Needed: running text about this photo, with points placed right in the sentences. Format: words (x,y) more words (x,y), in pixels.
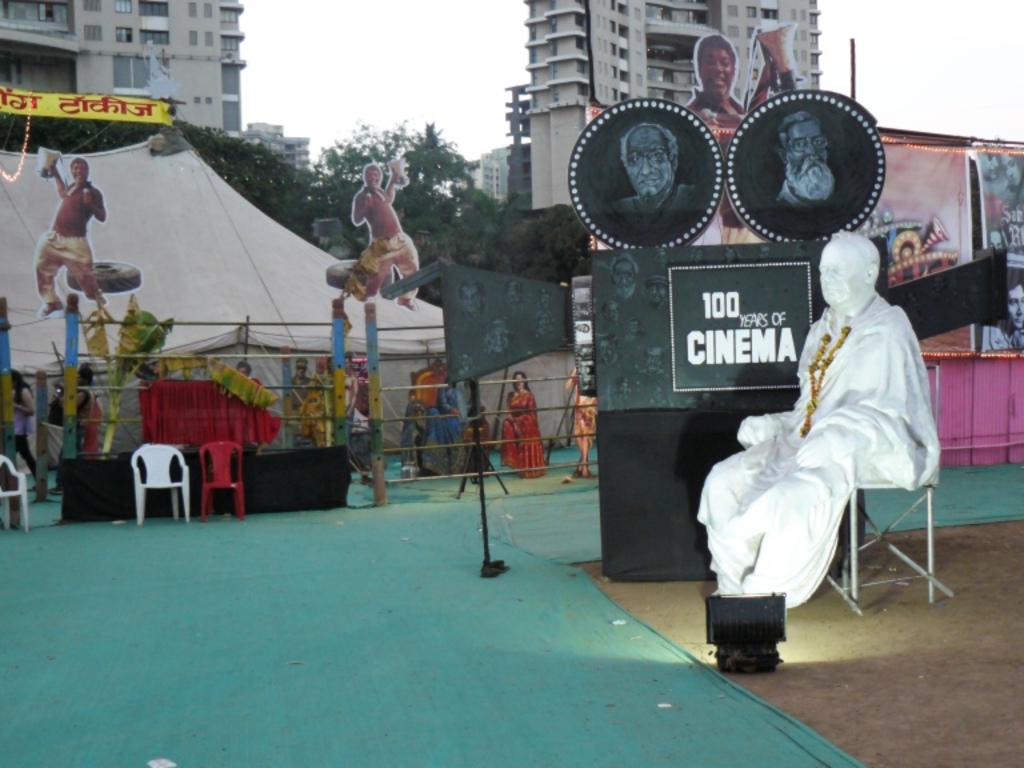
In this image we can see a statue (842,496) with a garland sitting on a chair (872,523). On the backside (298,526) we can see a green carpet (314,522), camera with a stand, chairs (158,485), stage (130,486), fence (502,413), pictures (379,236), trees (405,225), a building (140,96) and the sky (365,58).
